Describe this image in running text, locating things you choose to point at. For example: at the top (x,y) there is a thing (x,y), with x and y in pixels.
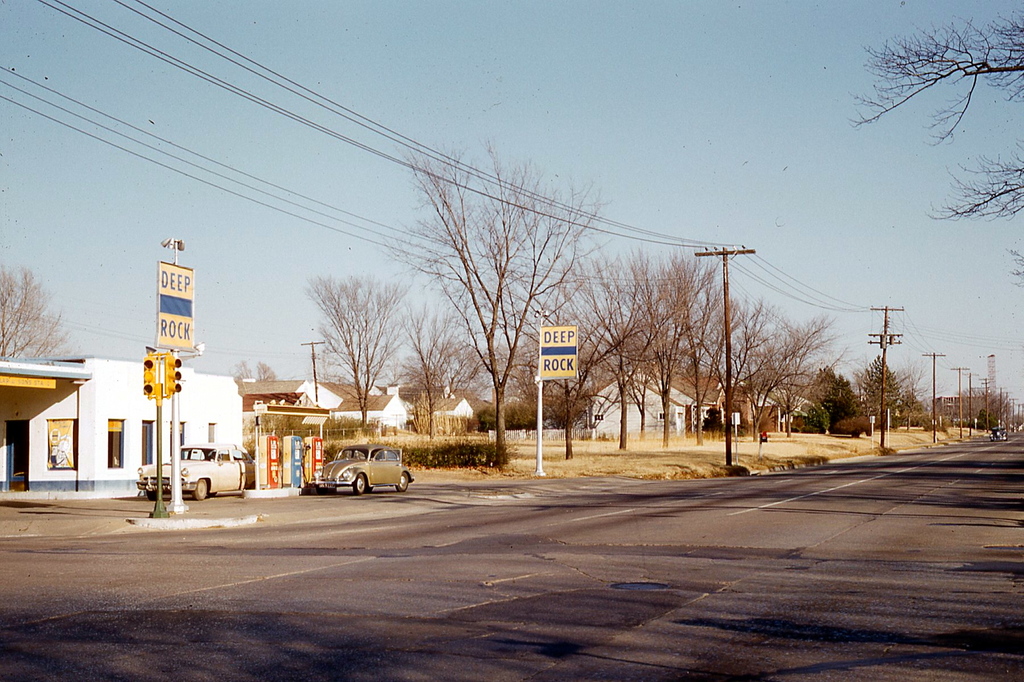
These are the buildings (107,421) with the windows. This looks like a filling station (271,497). I can see two cars (214,471). This looks like a traffic signal (174,392), which is attached to a pole (161,482). These are the current poles (725,273) with the current wires (290,192). I can see the trees (629,337) with branches (791,364). I think these are the bushes (454,455). I can see the name boards (557,352), which are attached to the poles (542,384). This is the sky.
